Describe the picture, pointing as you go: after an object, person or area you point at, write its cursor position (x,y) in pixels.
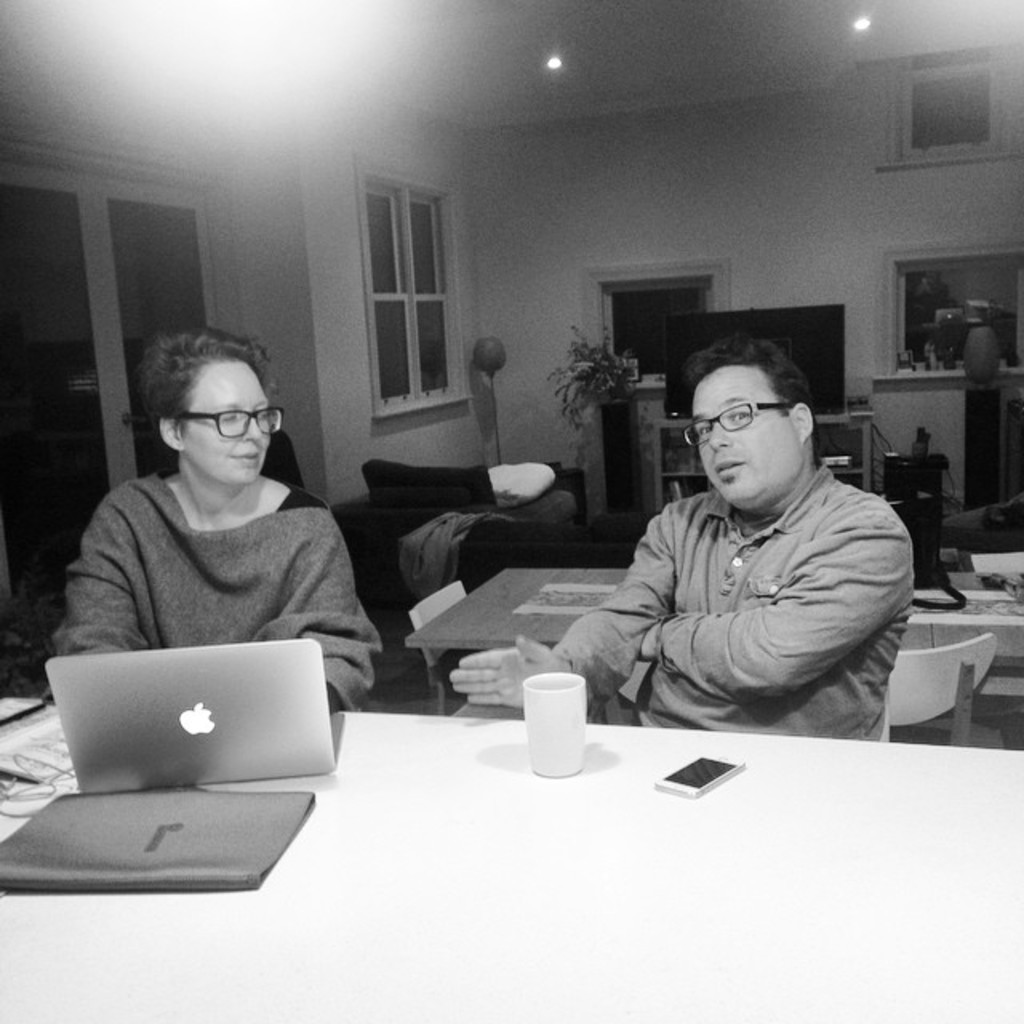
A couple (187,428) are sitting in chairs (889,737) at a table (409,781). There is a laptop (272,714), glass (541,726) and a mobile phone (716,774) on the table (373,839). There is door (114,308) behind them. Sofa (468,487), TV (681,369) and a table (526,572) are located in the background (543,577).
